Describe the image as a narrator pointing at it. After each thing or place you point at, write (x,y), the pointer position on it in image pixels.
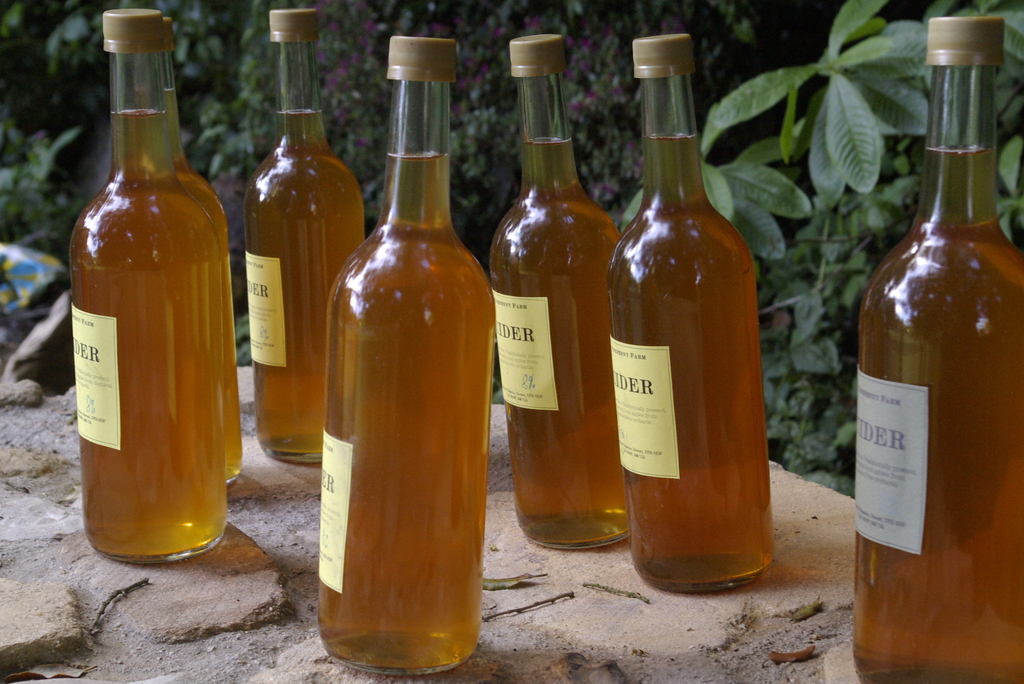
We can able to see number of bottles (600,499) with liquids (595,346). On this bottles (698,367) there are stickers (113,412). Far there are number of plants (825,309).
